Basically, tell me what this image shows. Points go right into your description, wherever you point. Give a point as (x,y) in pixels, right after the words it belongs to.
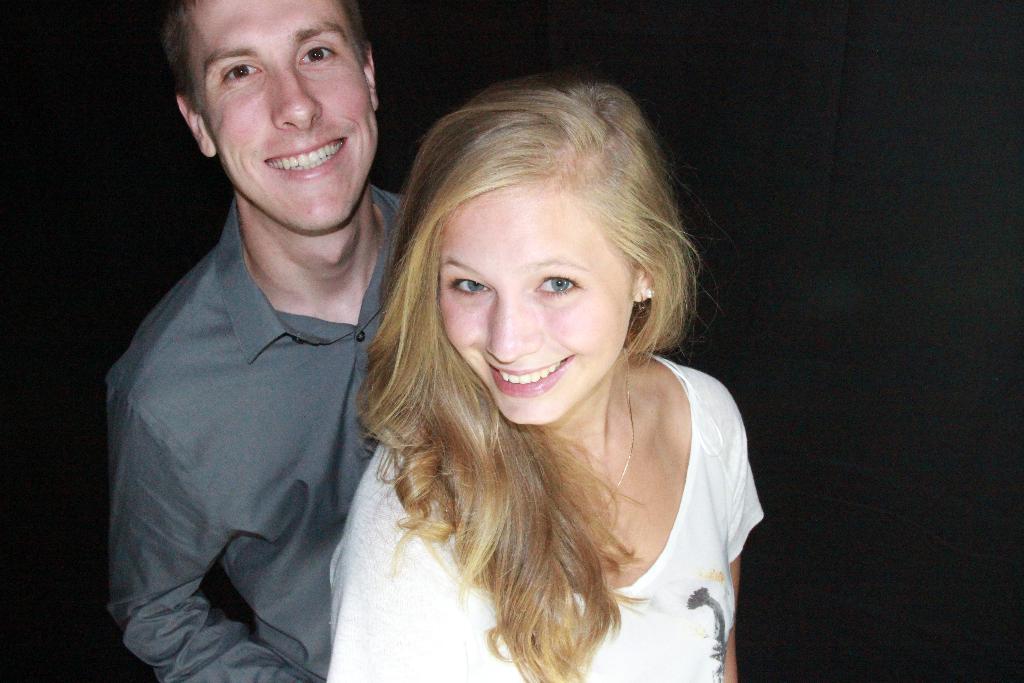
In the middle of the image (671,277) two persons (265,27) are standing and smiling.
